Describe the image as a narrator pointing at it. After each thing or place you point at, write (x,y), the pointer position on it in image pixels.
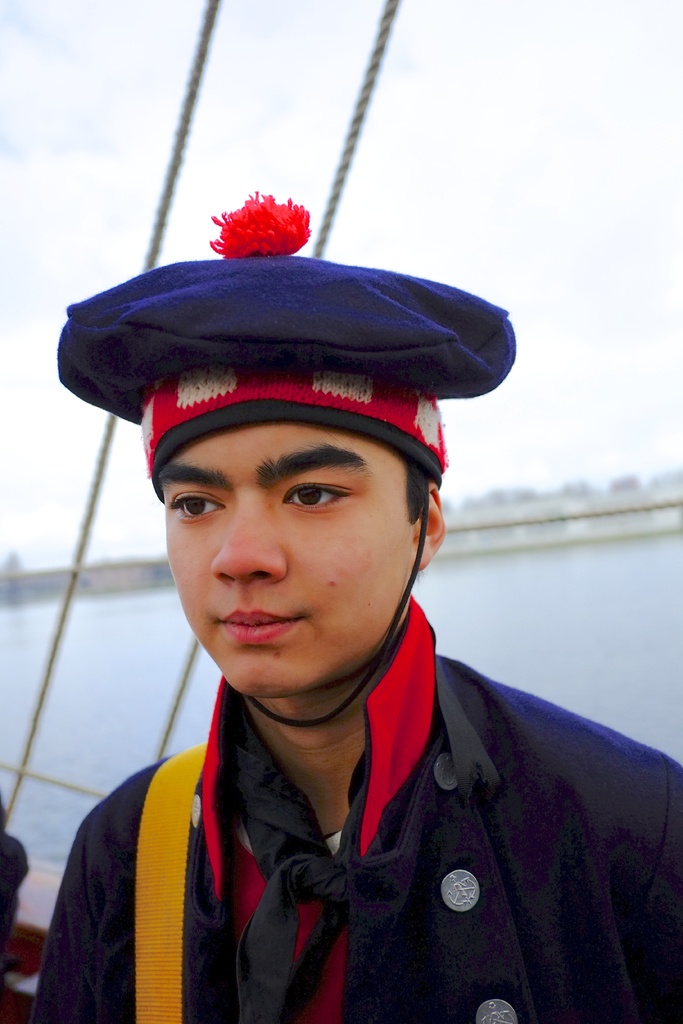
In this image we can see one boat (30,882), two threads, one river (11,670), some trees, one person (486,861) with blue cap (245,379) and at the top (461,163) there is the sky (37,562).
